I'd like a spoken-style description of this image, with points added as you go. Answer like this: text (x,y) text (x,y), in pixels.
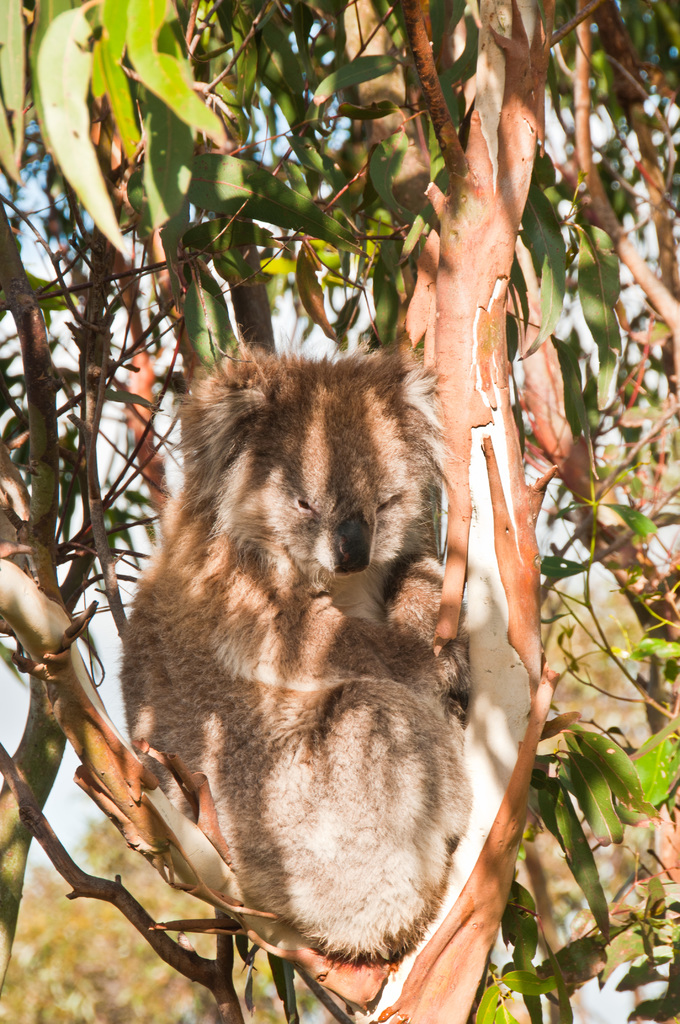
There is an animal (163,584) sitting on a tree (38,610). In the back (537,358) there are trees (188,306).
